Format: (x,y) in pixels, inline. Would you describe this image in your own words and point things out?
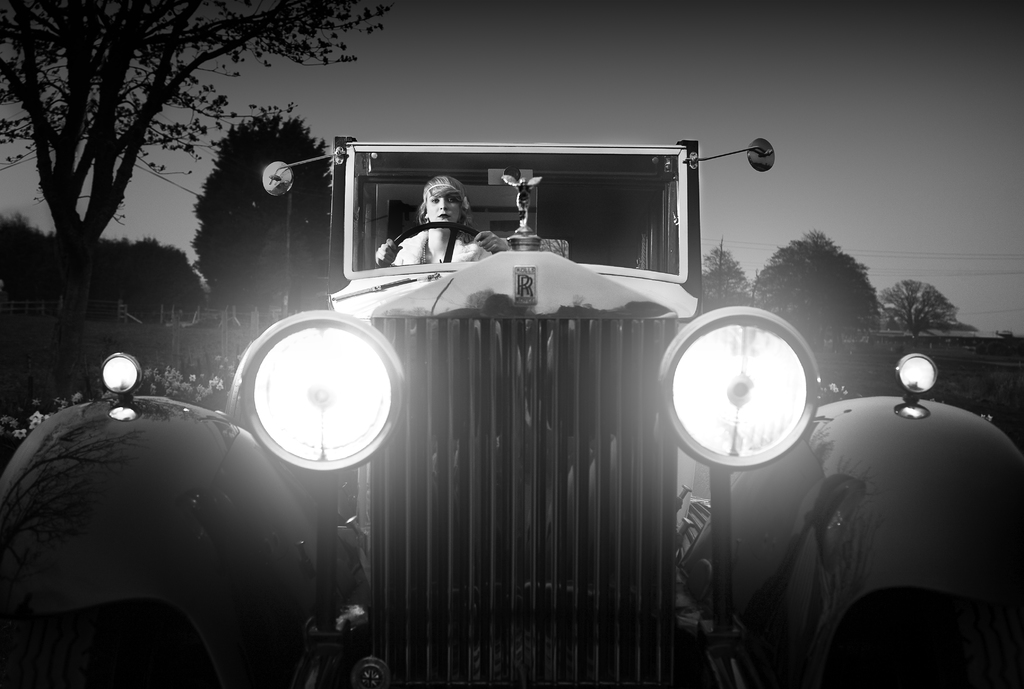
In this image we can see a lady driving the car (573,333). There is the sky (835,76) in the image. There are many trees (894,305) and plants (215,367) in the image. There are many flowers (203,374) to the plants (188,388). There is a fence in the image.
